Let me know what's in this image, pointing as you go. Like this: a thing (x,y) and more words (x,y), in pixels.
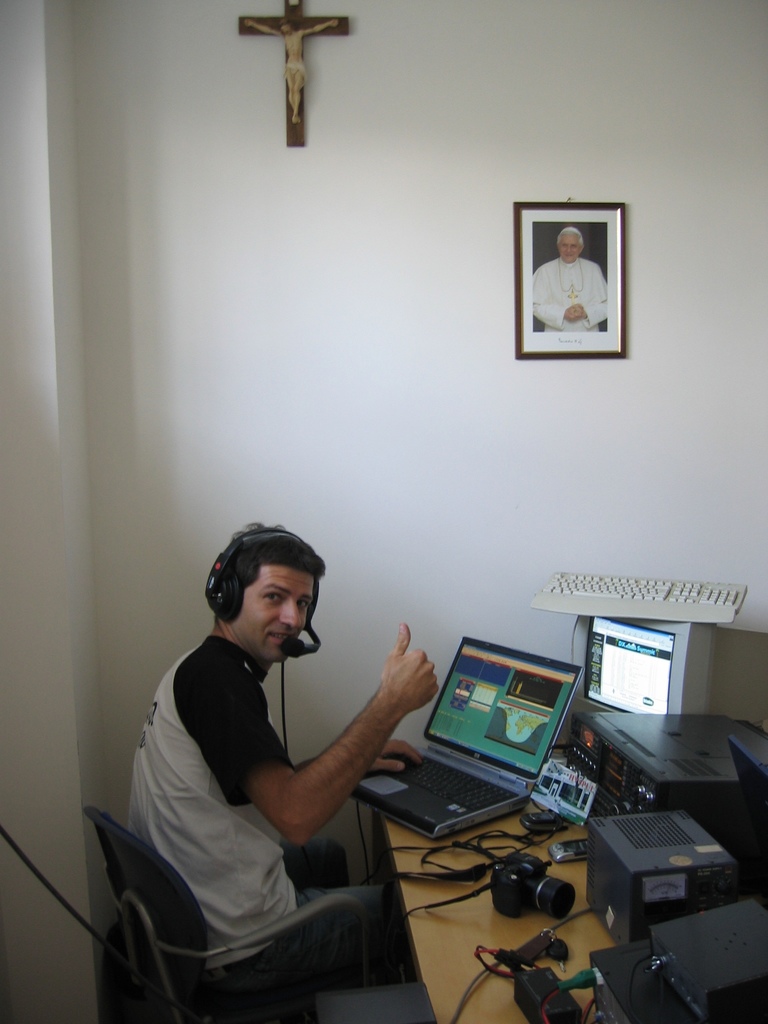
An indoor picture. On wall (439,307) there is a photo (554,265) and sculpture (288,70). This man (209,839) is sitting on a chair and wore a headset (228,605). On this table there is a camera (545,901), keyboard (674,605), laptop (535,766) and electronic devices (690,826).
